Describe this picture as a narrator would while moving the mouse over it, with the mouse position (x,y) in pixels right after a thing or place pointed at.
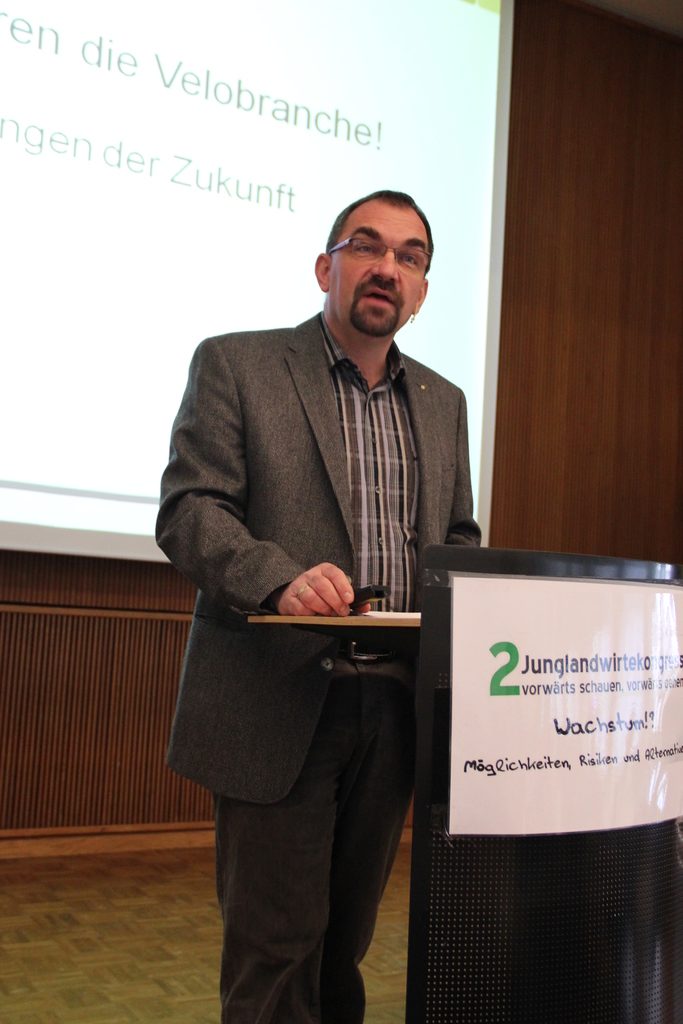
As we can see in the image there is a man (322,400), poster (454,698) and screen (100,298).
